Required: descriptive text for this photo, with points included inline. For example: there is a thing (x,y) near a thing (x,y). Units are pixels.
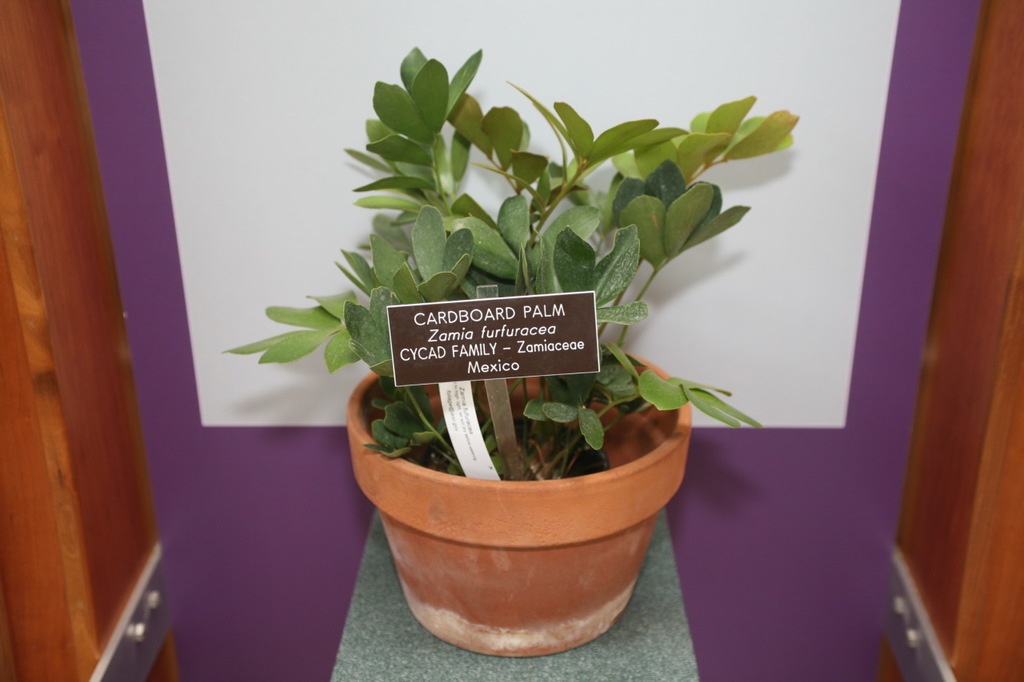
In this image, there is a plant (583,168) contains some small board (538,362).
